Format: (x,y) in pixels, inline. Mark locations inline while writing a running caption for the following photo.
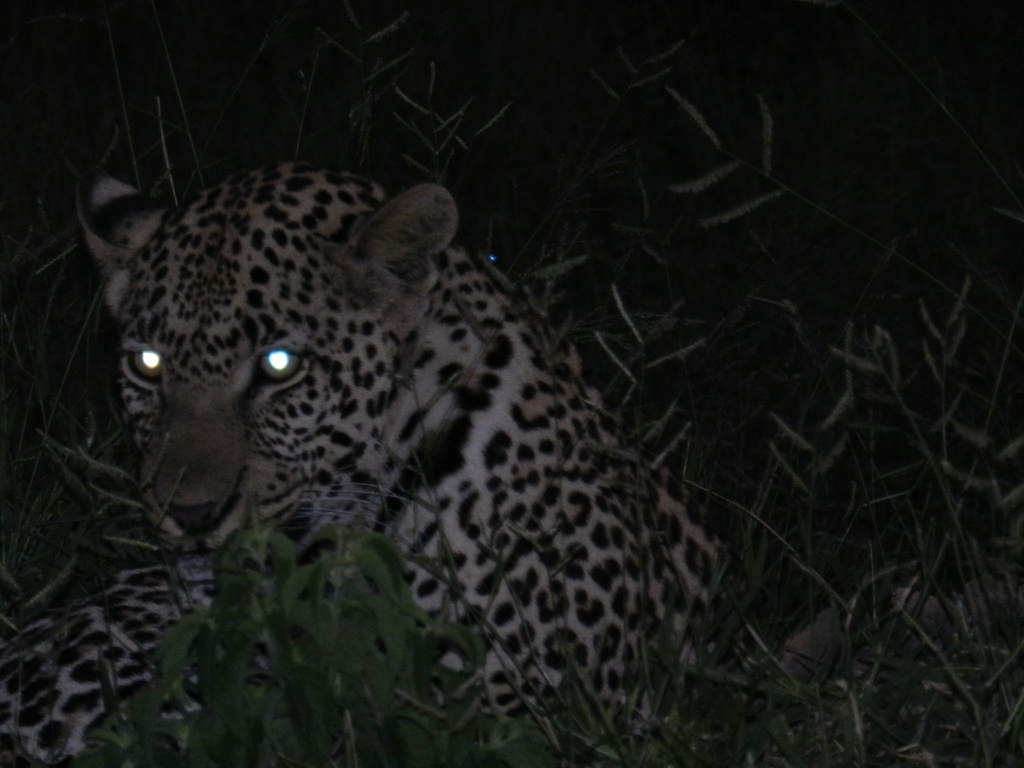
This picture is dark, in this picture we can see leopard (601,460), plants (266,583) and grass (886,557).
